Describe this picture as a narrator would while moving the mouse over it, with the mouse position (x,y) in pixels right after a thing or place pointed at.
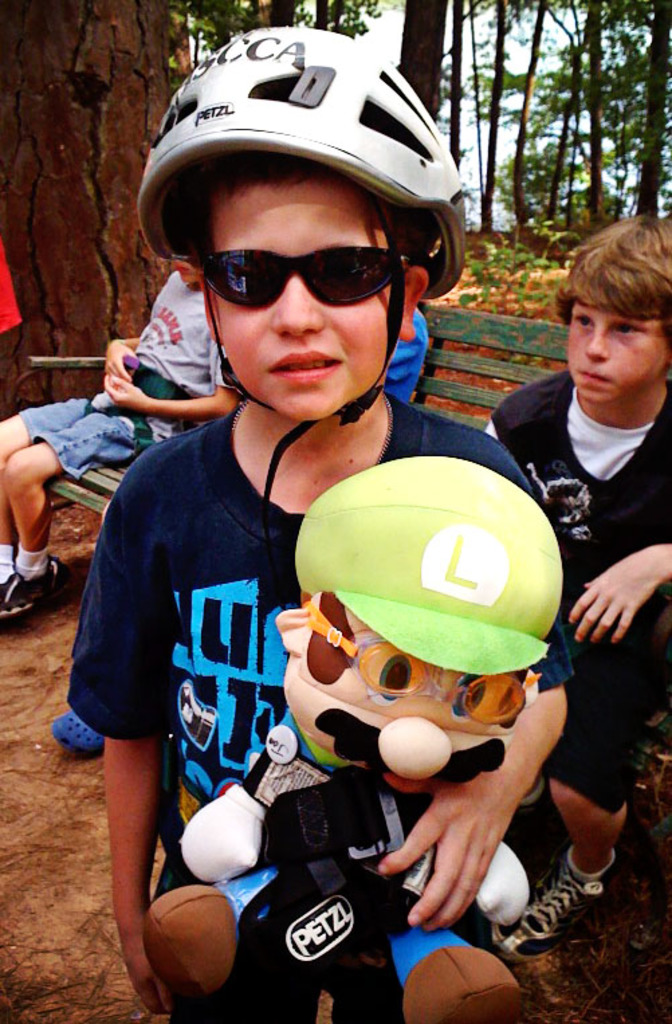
In this picture I can see few are sitting on the bench (433,410) and I can see a boy (286,306) standing holding a toy (390,761) in his hand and he is wearing a helmet (402,151) on his head (261,188) and sunglasses (217,285) and I can see trees (427,50) in the back (494,107).
